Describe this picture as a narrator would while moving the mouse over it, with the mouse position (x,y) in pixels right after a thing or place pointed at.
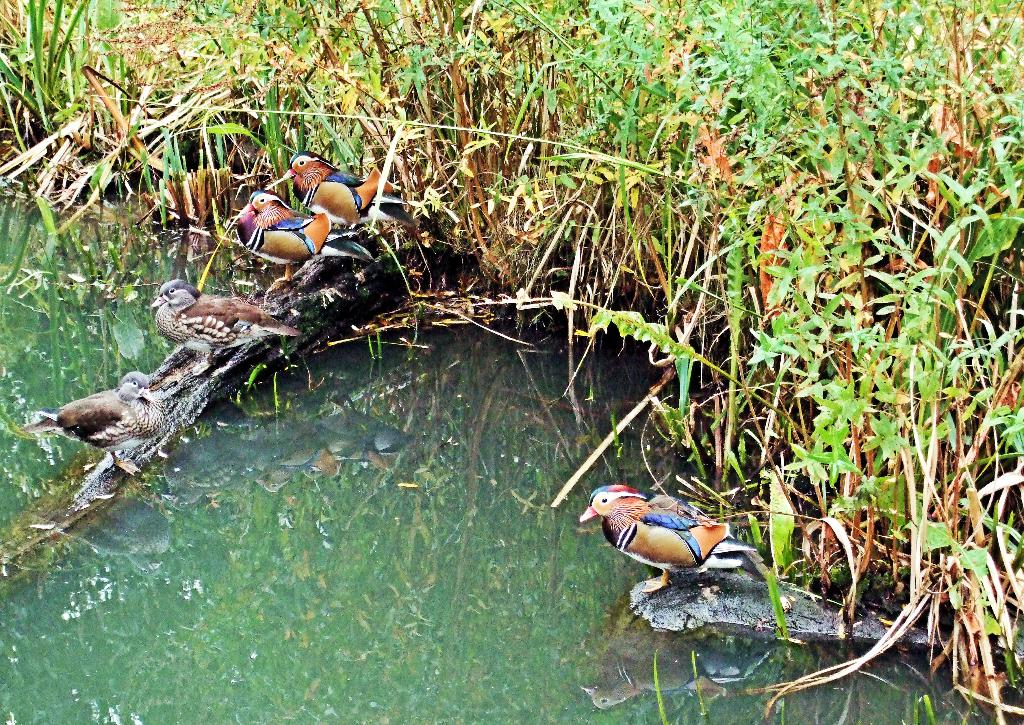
In this image, there are birds (349,200) and plants (293,91). I can see the reflection (407,422) of birds (355,179) and plants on the water (304,586).
